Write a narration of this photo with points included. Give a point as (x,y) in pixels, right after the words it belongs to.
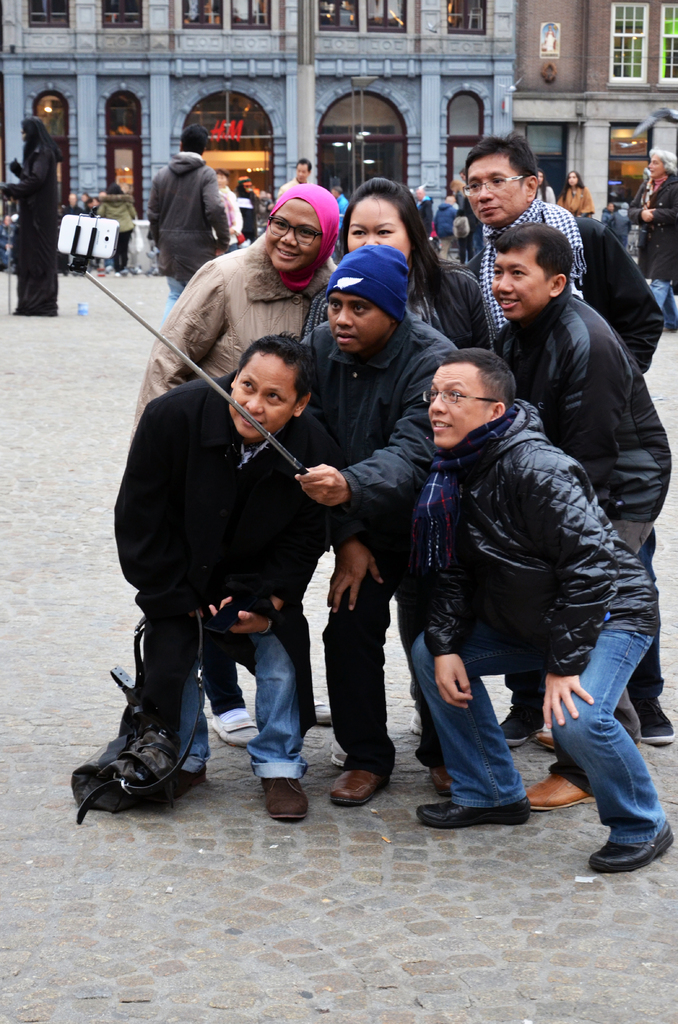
In the image there are few people (468,389) in jackets (423,462) standing on the road (201,895) taking picture in a cell phone (86,246) with the aid of selfie stick (74,267), in the back (408,77) there are buildings (357,117) with people (624,223) walking in front of it.
